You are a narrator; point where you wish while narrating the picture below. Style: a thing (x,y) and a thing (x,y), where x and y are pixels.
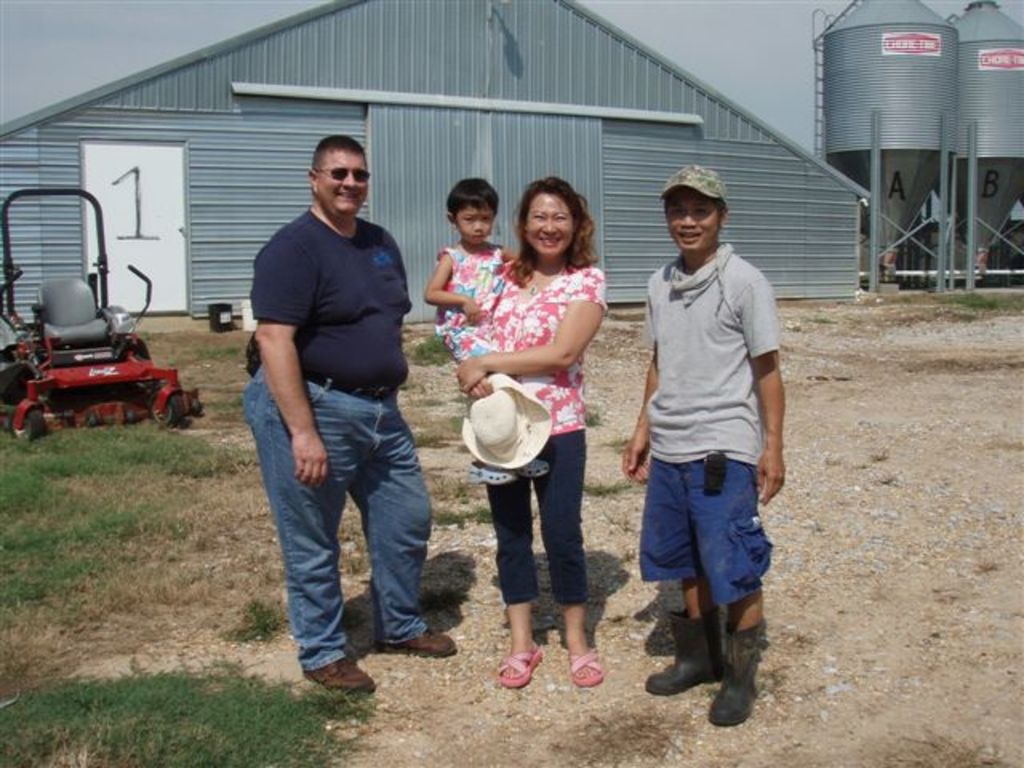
In this image I can see three persons (344,449) and they are smiling and standing on the ground (544,680) middle person (467,373) she holding a baby (502,255) and cap (513,386) and they are smiling at the top (475,130) I can see building (27,126) and containers (889,105) and the sky (51,78) in front of the building (126,269) I can see a vehicle (40,375) on the left side (40,393).
